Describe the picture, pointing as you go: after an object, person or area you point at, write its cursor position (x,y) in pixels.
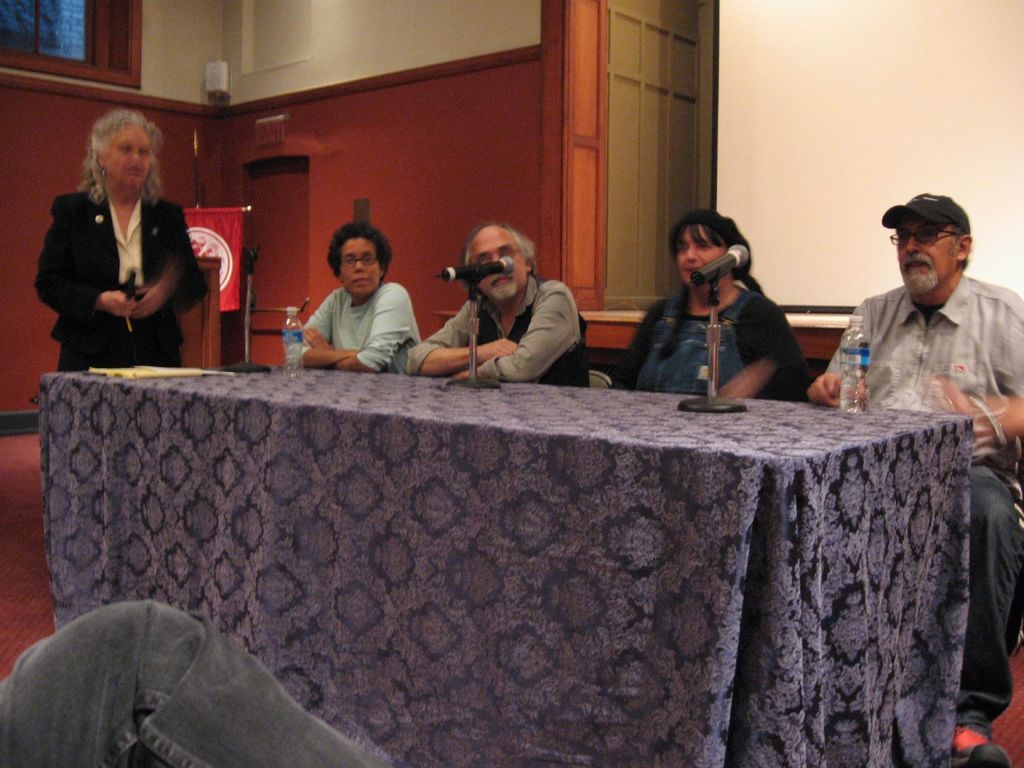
On the left side (97,344) a woman (91,321) is standing, she wore coat (88,302), here 4 persons (885,374) are sitting on the chairs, there are 2 water bottles (862,390) on this table (604,502).
